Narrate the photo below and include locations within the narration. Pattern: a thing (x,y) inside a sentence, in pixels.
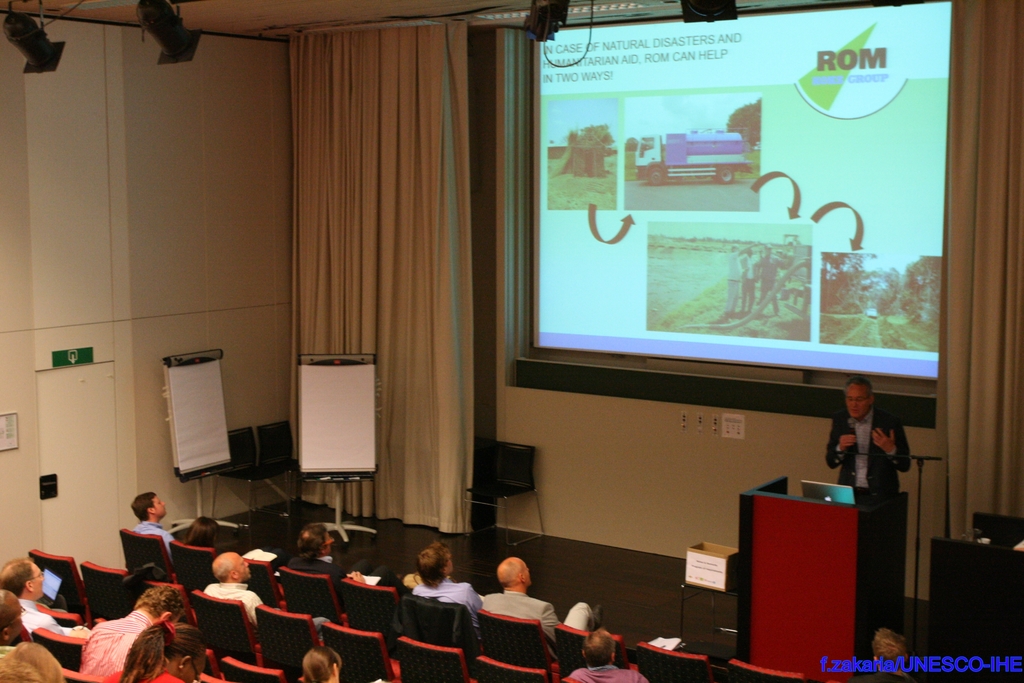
In this image, we can see people (220,582) sitting on the chairs (317,593) and in the background (315,433), there are boards (314,418) and we can see a person (851,457) standing and there is a laptop (808,492) on the podium (795,498) and a mic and there is a box (721,578) and we can see some text (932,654) and there are lights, curtains (368,190) and a screen (606,250) on the wall (605,419).
